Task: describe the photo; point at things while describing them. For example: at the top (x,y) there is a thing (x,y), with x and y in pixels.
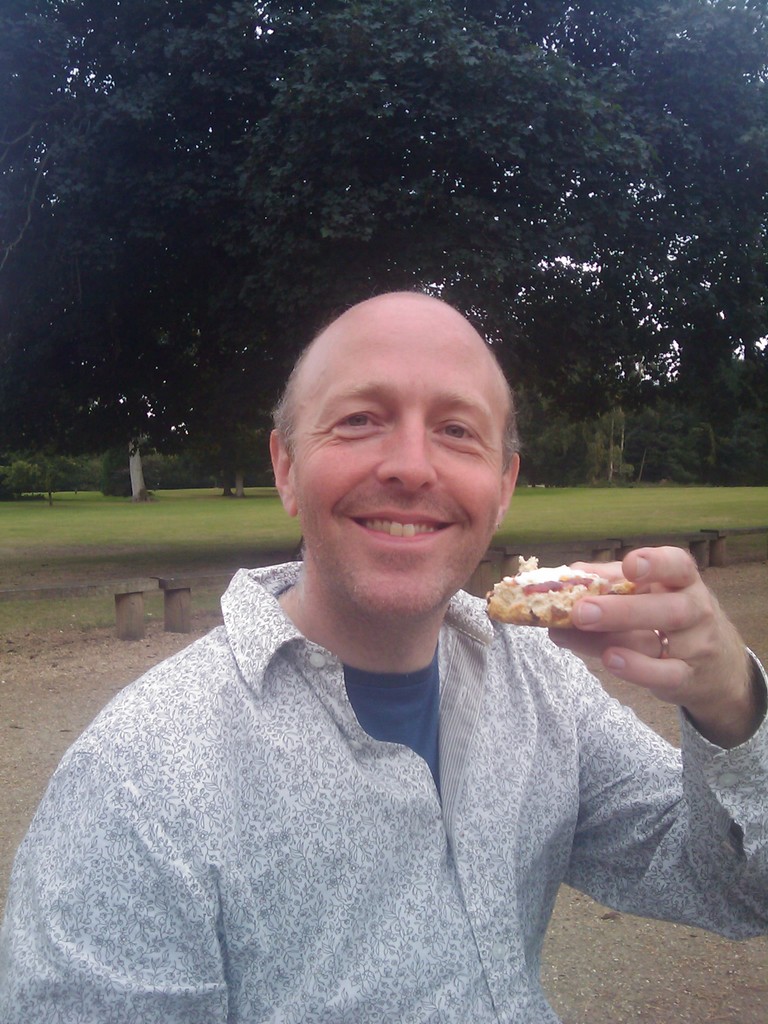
In this picture we can see a man (166,973) is holding a food item (508,610). Behind the man (349,660), there are benches (484,590), grass (265,532), trees (387,218) and the sky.
